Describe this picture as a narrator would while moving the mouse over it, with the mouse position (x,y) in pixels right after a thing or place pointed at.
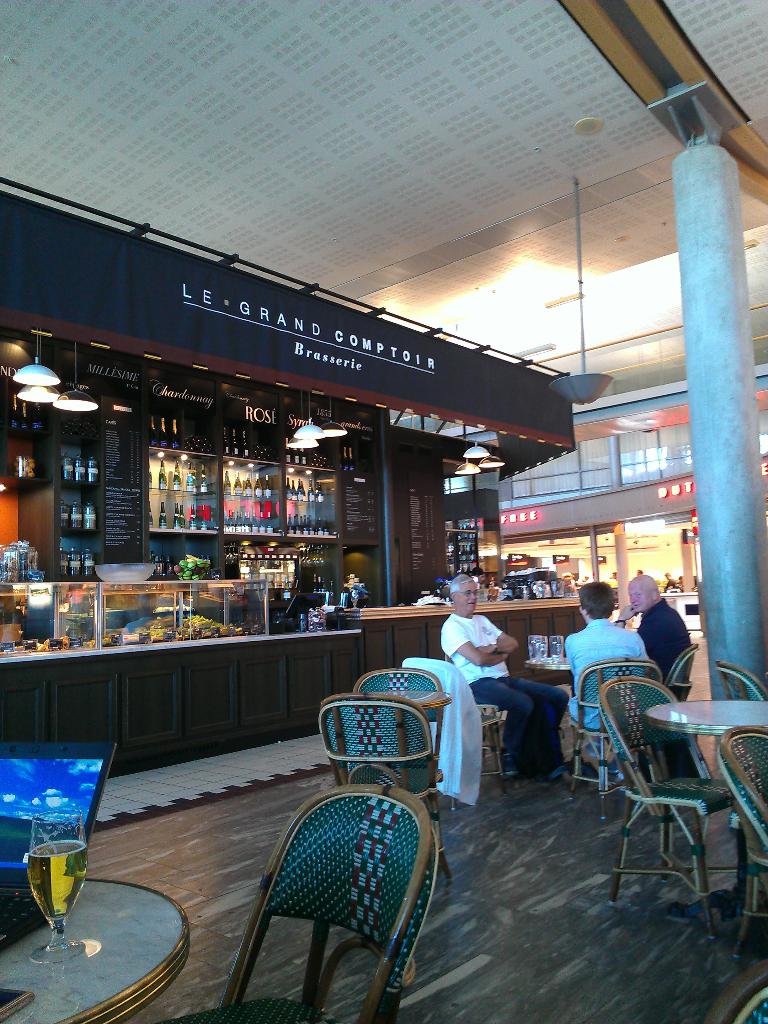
This is a cafeteria (291,291) where we can see some chairs (737,744), tables (716,716) and also three people (524,709) in the picture. On the table (41,968) we have a glass (65,823), laptop (33,771) and some things (555,659) and to the left corner (193,452) we have a rack (89,539) and the shelves (200,492) on which the things (214,518) are placed and there are some lamps (41,396) in the picture and a pillar (716,216) which is in the right side (704,171).
